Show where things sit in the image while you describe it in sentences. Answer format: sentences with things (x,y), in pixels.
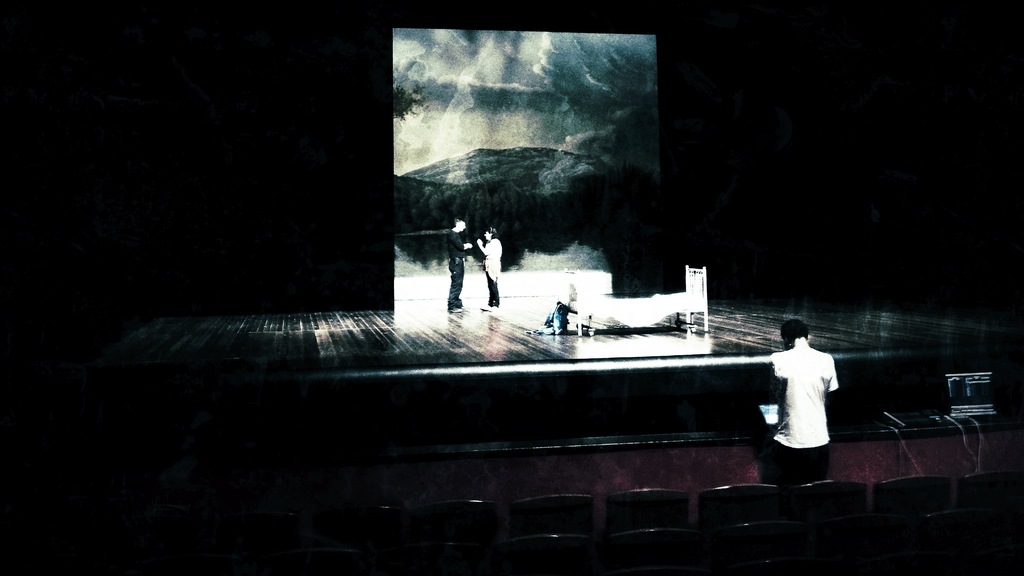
In the image we can see there are people (816,406) standing, they are wearing clothes (815,428). There are chairs (770,545), device (968,402), cable wires (974,423), stage (854,351), bed (642,319) and the corners of the image are dark. We can even see the screen (534,134), in it we can see clouds (521,128).
